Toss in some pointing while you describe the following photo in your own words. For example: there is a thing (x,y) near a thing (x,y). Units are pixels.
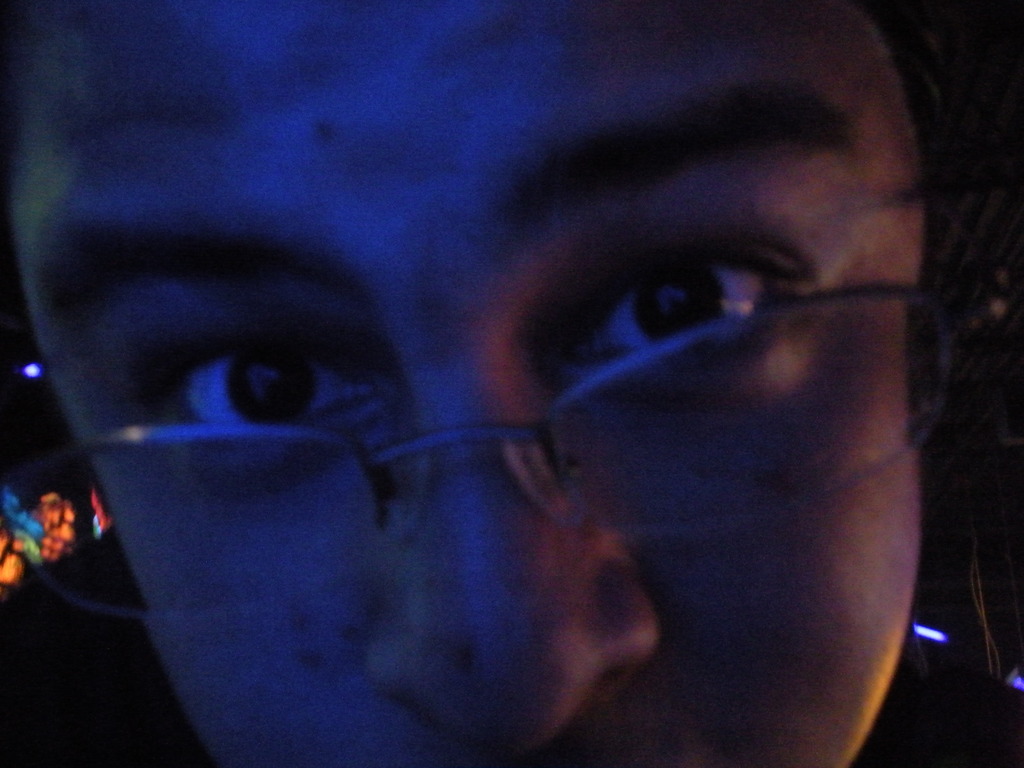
In this image, we can see spectacles (734,425) on person (243,219) face (531,118).
